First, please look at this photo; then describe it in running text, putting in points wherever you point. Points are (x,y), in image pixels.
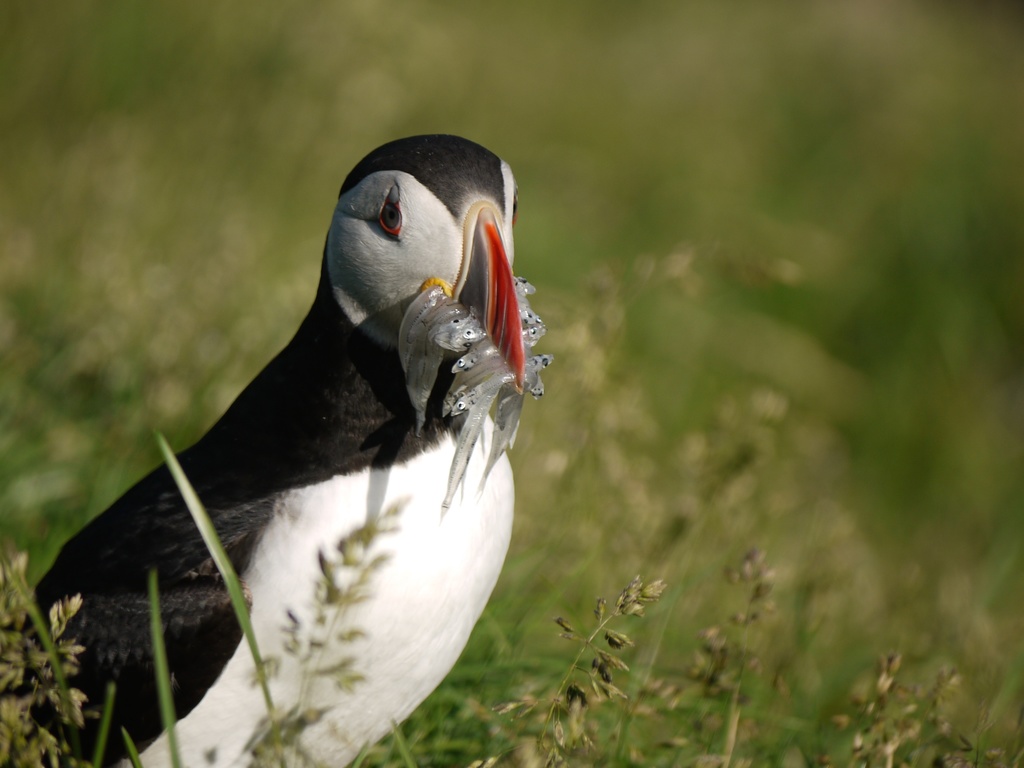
In this image there is grass (269,670), behind that there is a bird (373,193) in its beak (501,264) there are fishes (457,330), in the background (65,364) it is blurred.
